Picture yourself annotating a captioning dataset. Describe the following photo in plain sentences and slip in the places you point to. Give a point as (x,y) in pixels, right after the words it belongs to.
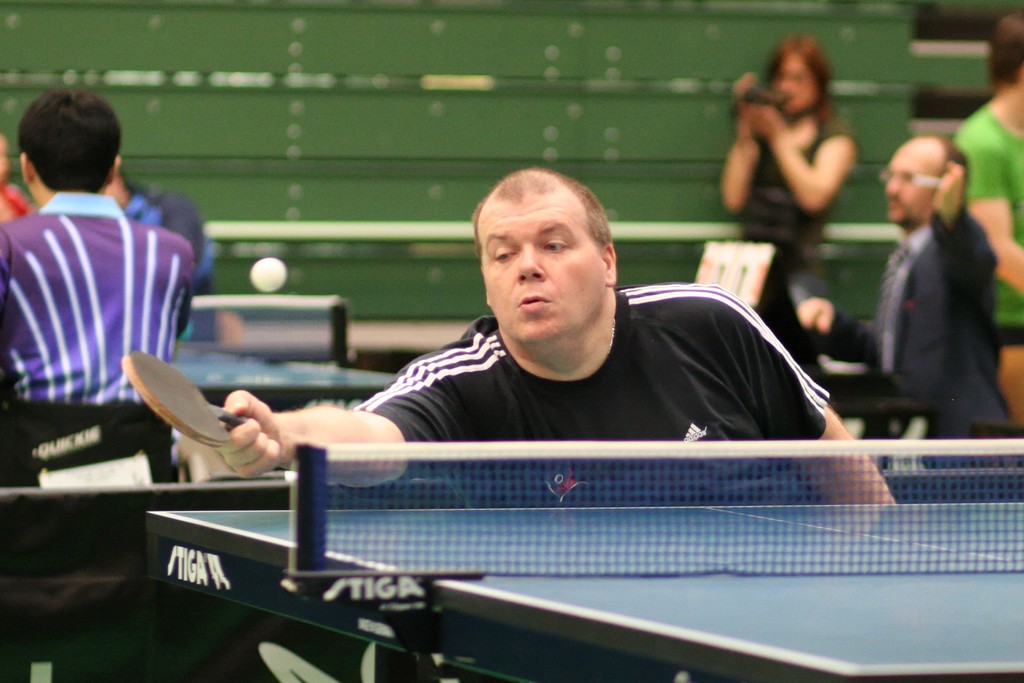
In this picture there is a man (304,430) who is playing table tennis, he has a bat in his hand (243,391) and there is a ball (277,266) over here in the background (923,263) people (917,213), some are practicing and some are audience (757,190).
